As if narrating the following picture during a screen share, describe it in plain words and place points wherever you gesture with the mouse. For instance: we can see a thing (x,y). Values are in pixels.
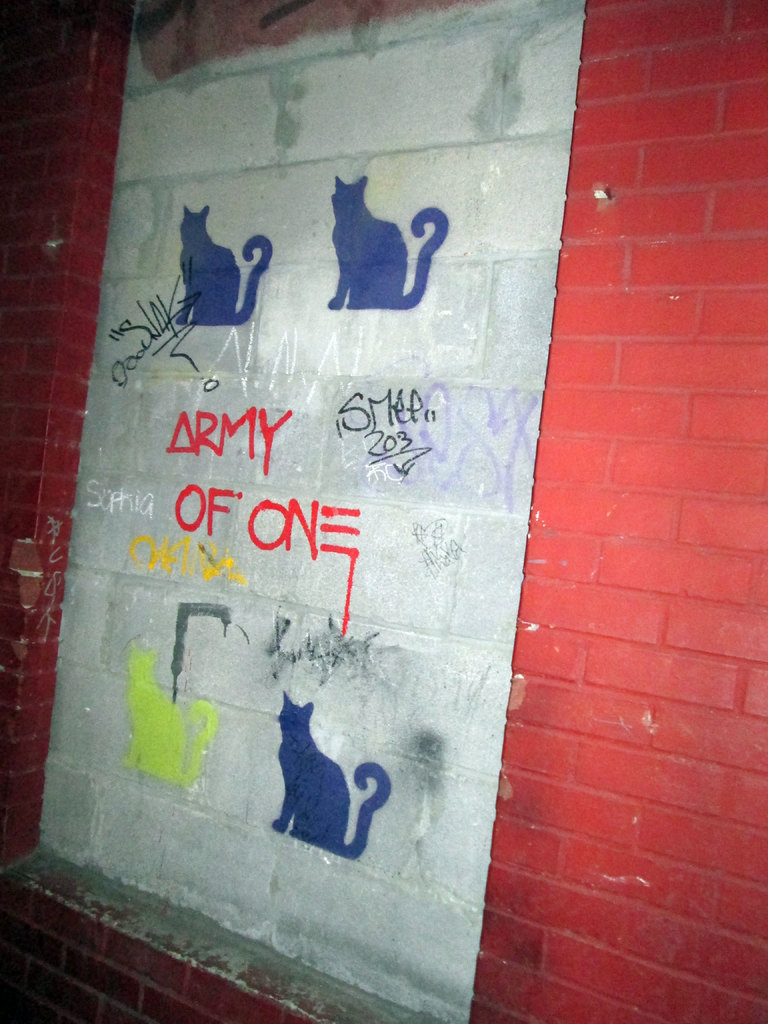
On a wall (355,818) there is a painting (301,760) of cats (301,760) and something is written. There is red paint (58,413) on either sides.
